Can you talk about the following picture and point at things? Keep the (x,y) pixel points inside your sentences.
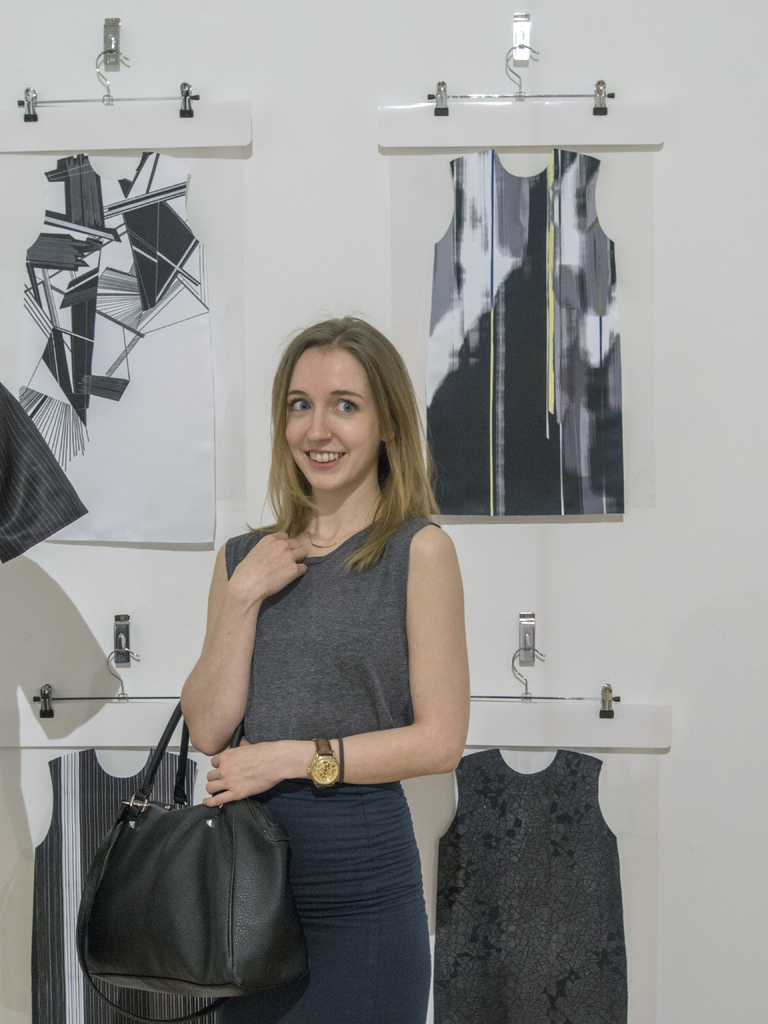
This picture is of inside the room (399,458). In the center (369,524) there is a woman (388,589) wearing grey color t-shirt (370,594), smiling and wearing a bag (241,863) and standing. In the background (613,545) we can see a wall (678,176) and the t-shirts (609,912) hanging on the wall (71,55).
